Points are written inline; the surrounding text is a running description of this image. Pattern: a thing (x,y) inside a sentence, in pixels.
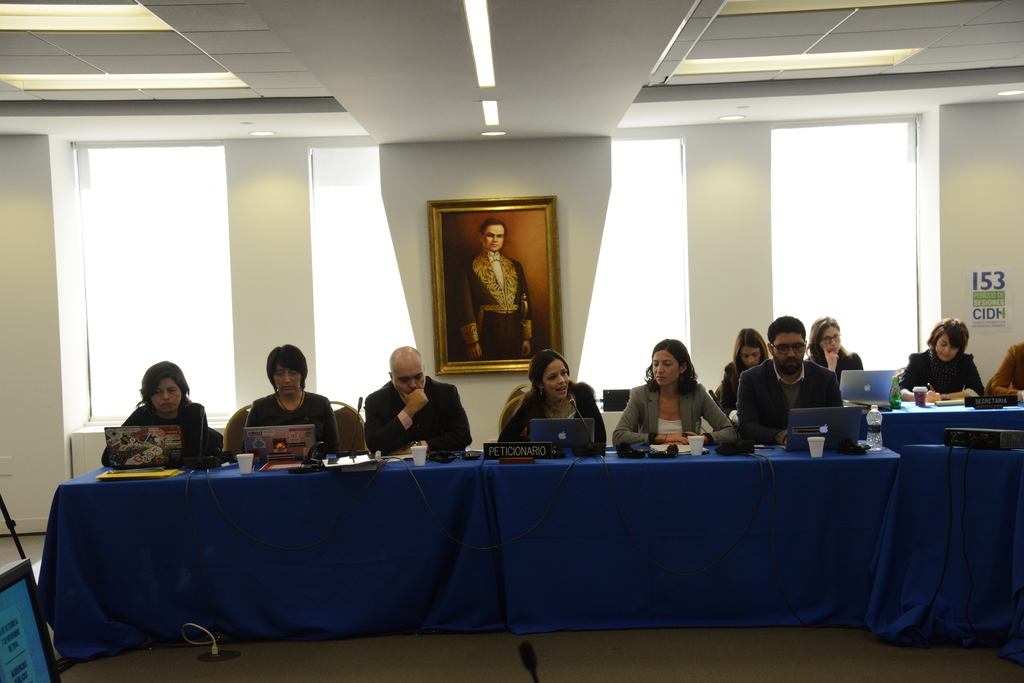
In this image there are group of people (950,354) sitting on the chair (509,416). in front of the chair (518,402) there is a table (460,471). On table (284,486) there is a laptop (274,449), cup (242,460) and a water bottle (875,434). At the back side (710,275) there is a wall (731,276) and a frame (503,275).
